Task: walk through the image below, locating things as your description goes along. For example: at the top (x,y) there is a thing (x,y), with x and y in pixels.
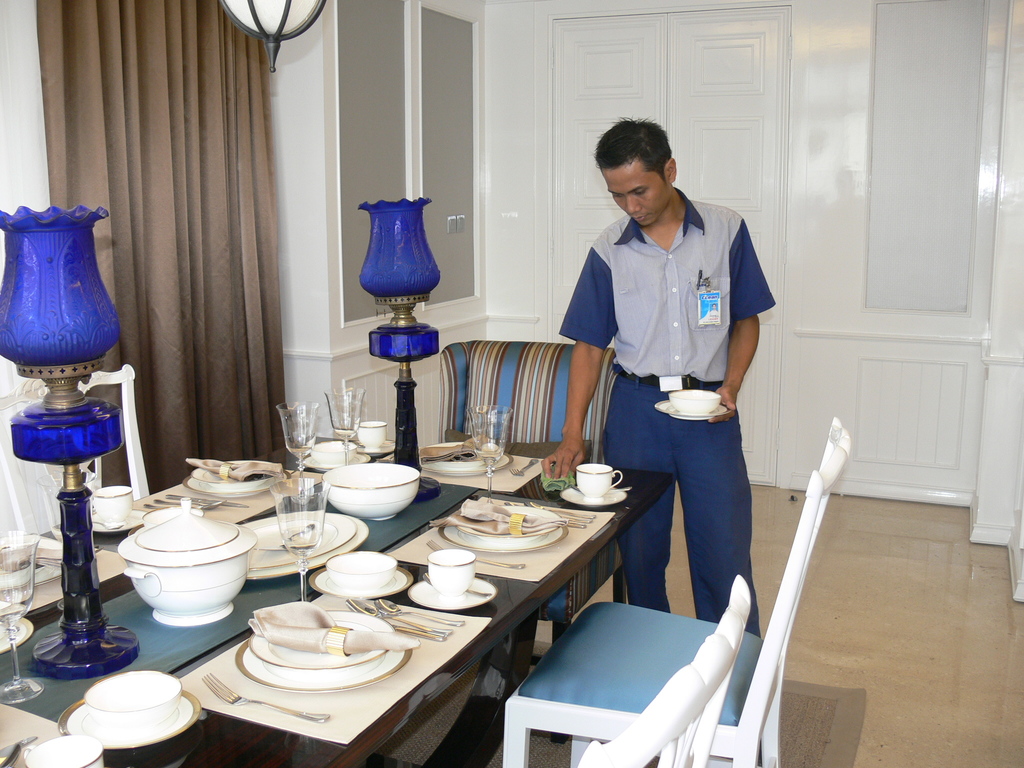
As we can see in the image there is wall (281,198), curtain (186,132), window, a door (719,63), chairs (787,630), a man (709,324) standing and there is a table (180,759). On table (392,488) there are plates (310,561), bowls (344,470), cups (452,563) and dishes (459,464).
